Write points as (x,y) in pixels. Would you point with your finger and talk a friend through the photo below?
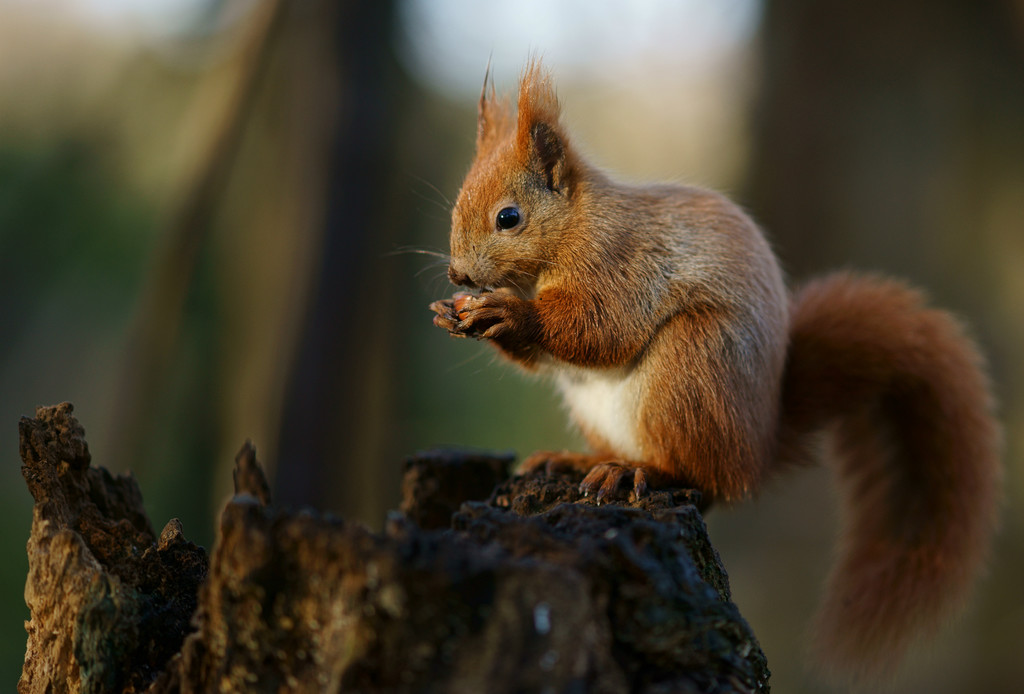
In this image I can see a squirrel (567,342) sitting on the branch (541,534). The squirrel (642,299) is in brown and white color. Background (337,119) is blurred.
